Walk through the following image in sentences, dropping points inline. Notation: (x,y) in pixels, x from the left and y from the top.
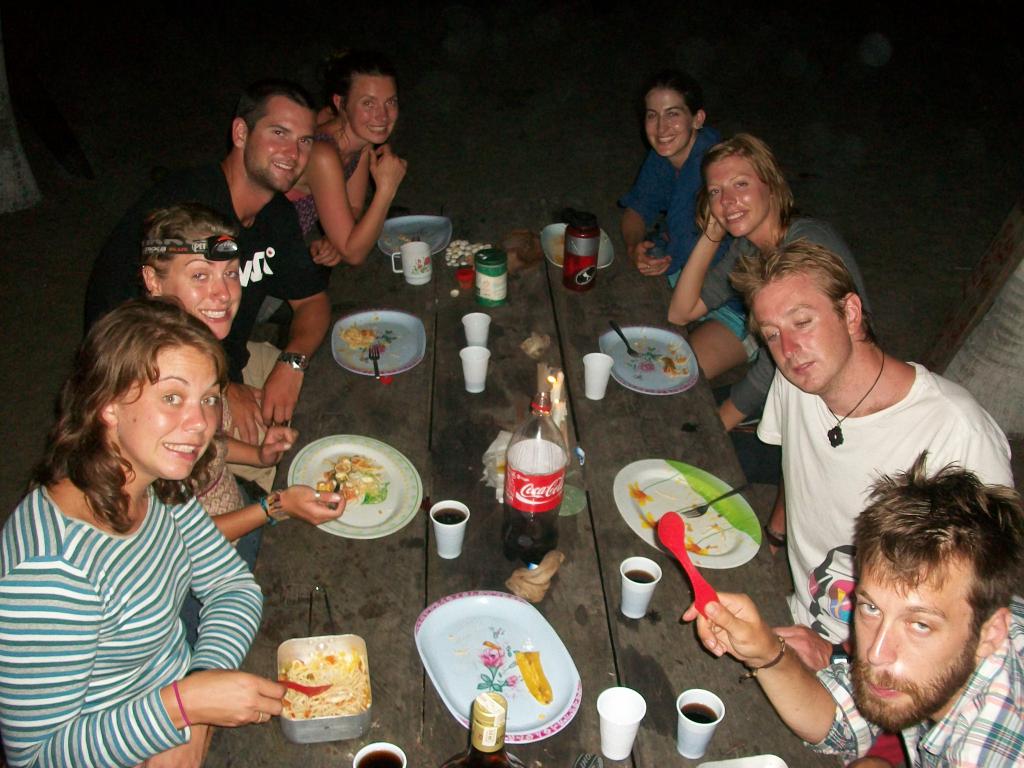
In this picture we can see some people (746,650) sitting in front of a table (341,367), we can see plates (602,227), glasses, bottles (541,546) present on the table (589,600), we can see some food (333,654) on these plates (367,528), there are some forks (699,516) and spoons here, we can see a dark background (847,61).
